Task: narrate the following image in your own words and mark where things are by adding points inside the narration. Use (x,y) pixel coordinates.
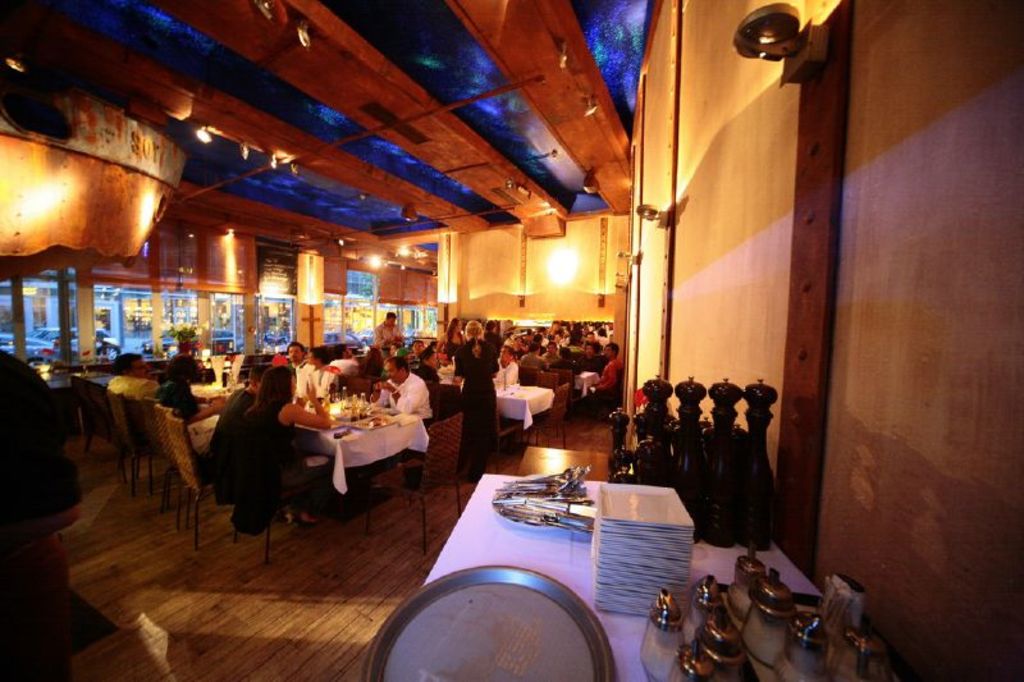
At the bottom of the image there is a table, on the table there are some plate (390,658) and glasses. Behind the table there is a wall (698,321). In the middle of the image (584,349) few people (577,362) are sitting on chairs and few people (18,391) are standing and there are some tables (532,401), on the tables (505,407) there are some glasses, bottles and food items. Behind them there is a wall (582,230). At the top of the image (333,141) there is roof (390,135).
